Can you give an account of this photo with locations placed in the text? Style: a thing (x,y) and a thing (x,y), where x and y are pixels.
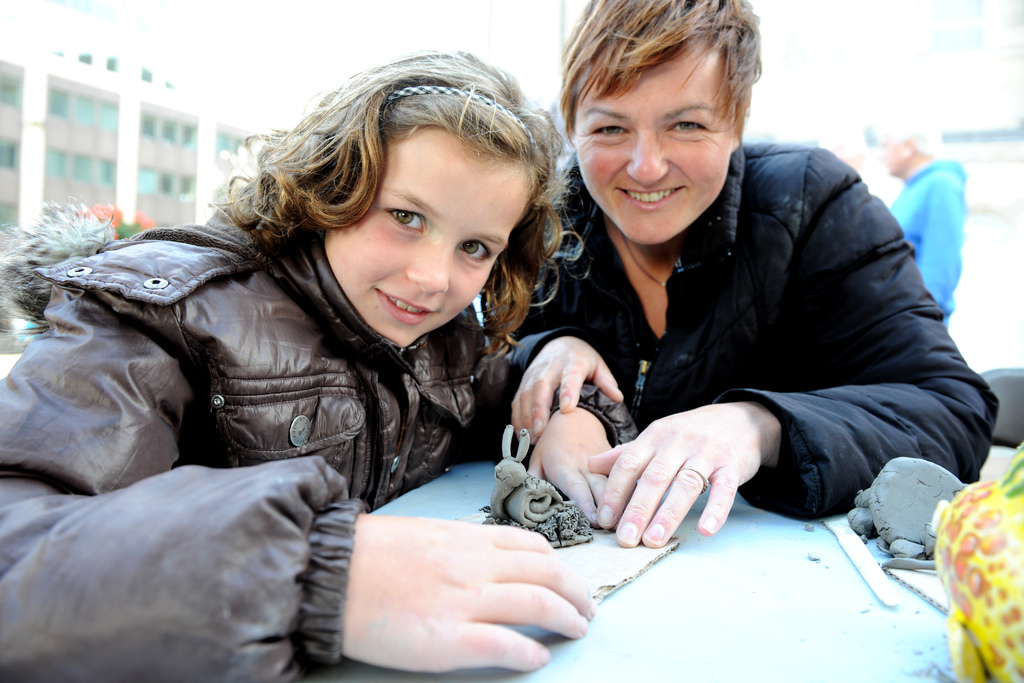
In this picture there is a woman (831,270) who is wearing black dress (826,337), beside her there is a girl (408,293) who is wearing a jacket (312,390). Both of them were smiling and sitting near to the table (731,520). On the table (802,551) I can see the clay (872,498), cardboard paper (914,586), scale (894,604) and other objects (1010,586). In the back (924,185) there is a man (917,149) who is standing near to the chair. In the background (970,17) I can see the buildings (15,101). At the top (269,11) I can see the sky (267,13).
